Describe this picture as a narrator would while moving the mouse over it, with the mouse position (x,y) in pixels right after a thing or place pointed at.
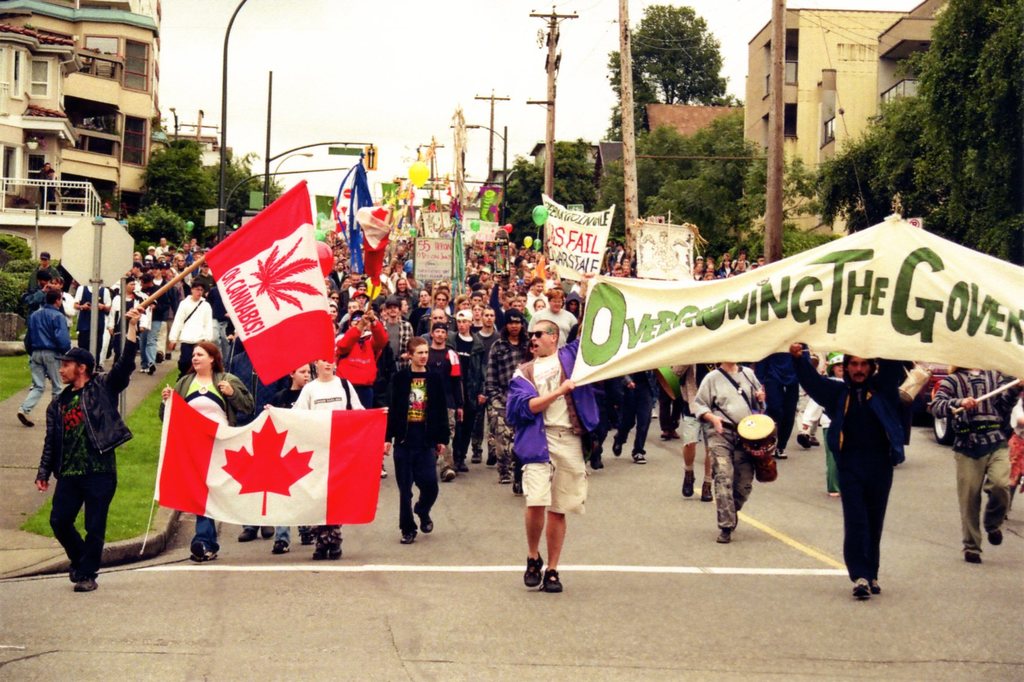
In this image, we can see some buildings (62,185), trees (711,170) and poles (771,160). There are persons (559,294) in the middle of the image (610,247) wearing clothes (429,348). There are some persons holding flags (357,220) and banner (599,281) with their hands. There is a sky (389,51) at the top of the image (389,51).
